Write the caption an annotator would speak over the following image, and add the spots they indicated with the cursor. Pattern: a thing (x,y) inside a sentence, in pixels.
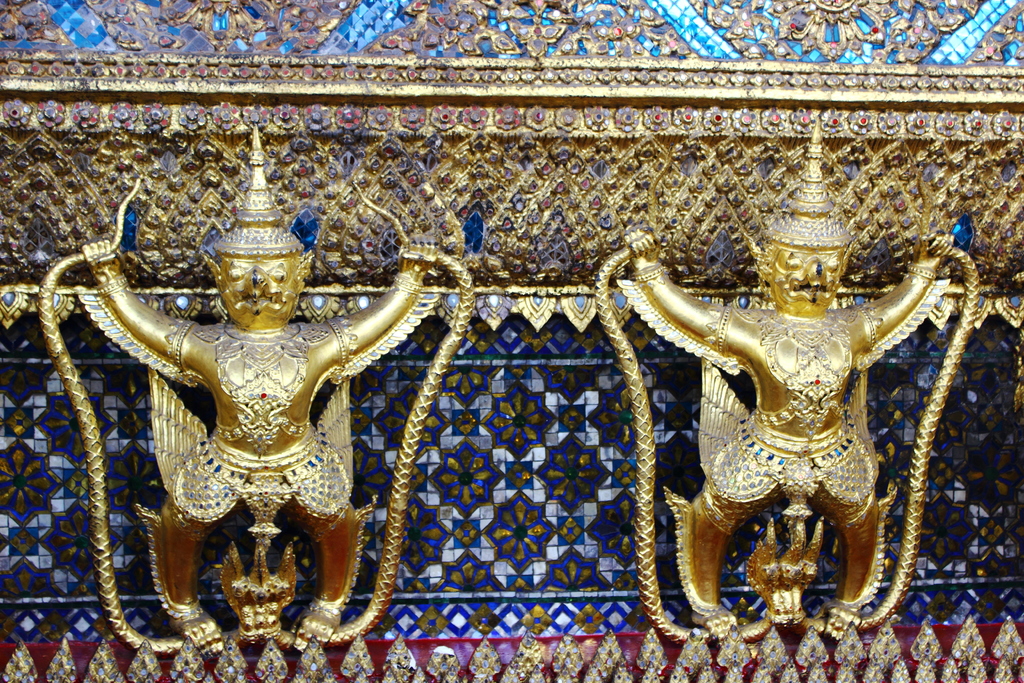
Here we can see two sculptures (339,403) standing on a platform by holding an object (65,360). In the background (442,48) we can see an object (546,247).
